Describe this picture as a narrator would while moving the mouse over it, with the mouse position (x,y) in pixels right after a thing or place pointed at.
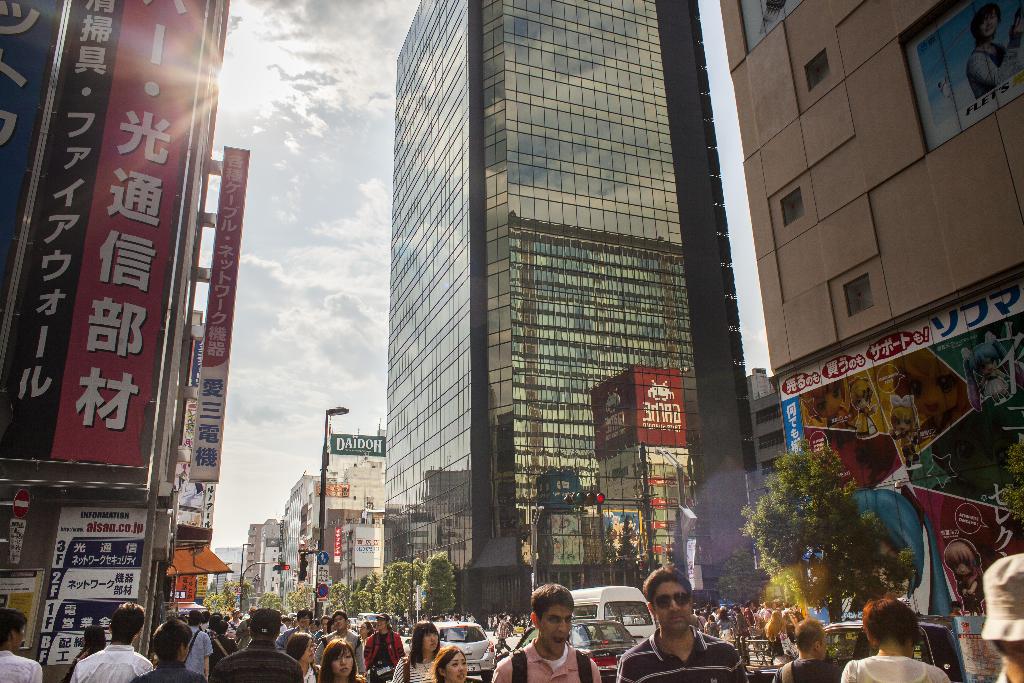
In this image we can see some buildings (499,369) with windows (504,380), the sign boards (838,389) with some text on them, the traffic signals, street poles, a banner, a group of trees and the sky (340,367) which looks cloudy. On the bottom of the image (390,631) we can see a group of people (531,655) and some vehicles (491,640) on the road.
